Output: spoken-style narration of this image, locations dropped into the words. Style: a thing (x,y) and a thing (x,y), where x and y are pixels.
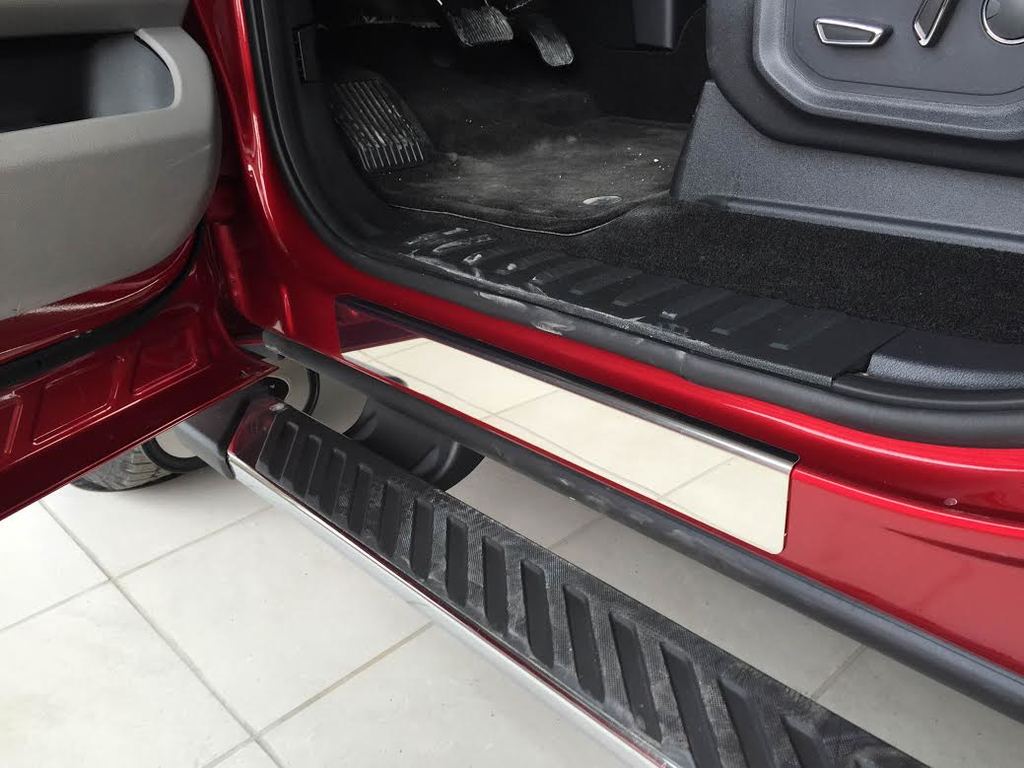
Here we can see vehicle (233,318) on the surface (322,589).
